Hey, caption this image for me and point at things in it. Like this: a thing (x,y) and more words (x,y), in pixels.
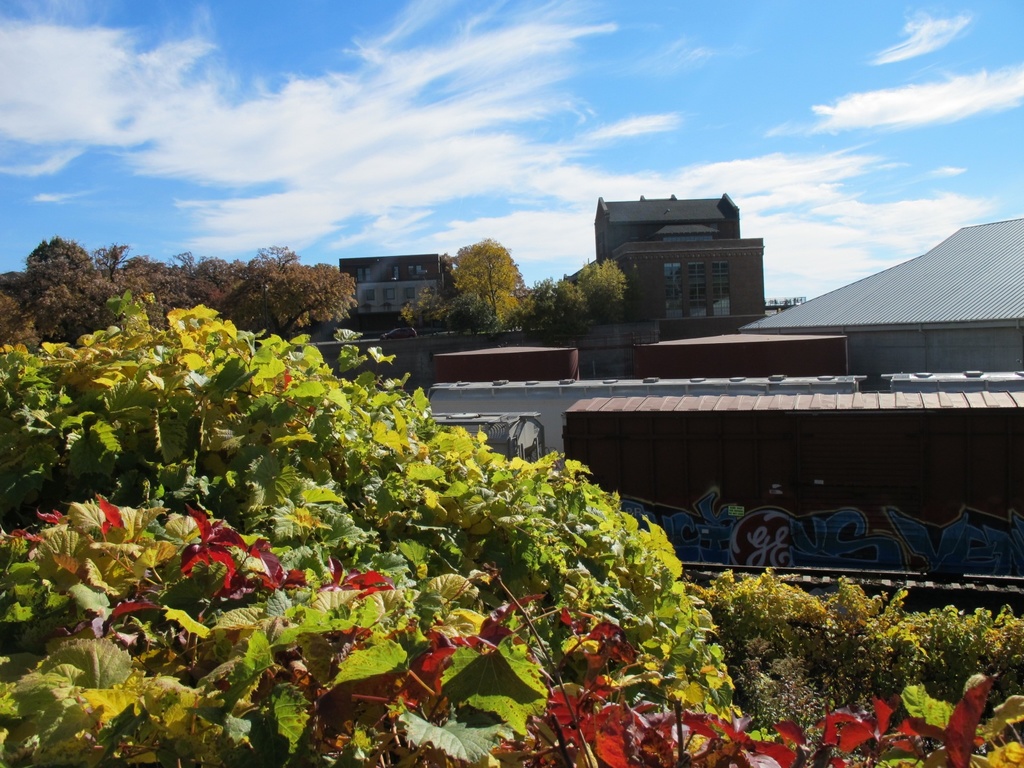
In this image, in the foreground (883,676) there are many leaves (363,373) and on the left side (233,313) there is a tree (293,332) and the background (616,64) is the blue sky (616,90).
